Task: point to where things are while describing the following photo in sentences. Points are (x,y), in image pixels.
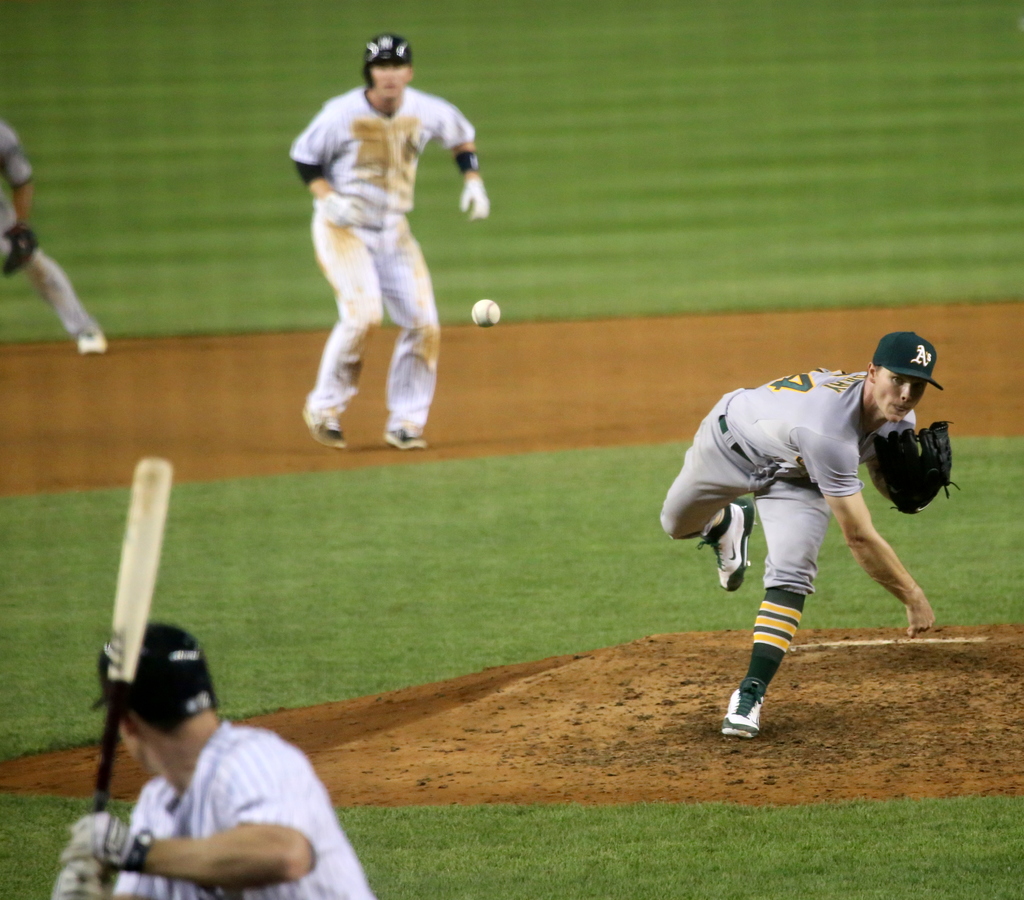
In the bottom left corner of the image (82,844) person (89,833) is standing and holding a baseball bat (126,698). In the middle of the image (420,442) three people (921,451) are standing and we can see a ball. Behind them we can see grass (228,68).
